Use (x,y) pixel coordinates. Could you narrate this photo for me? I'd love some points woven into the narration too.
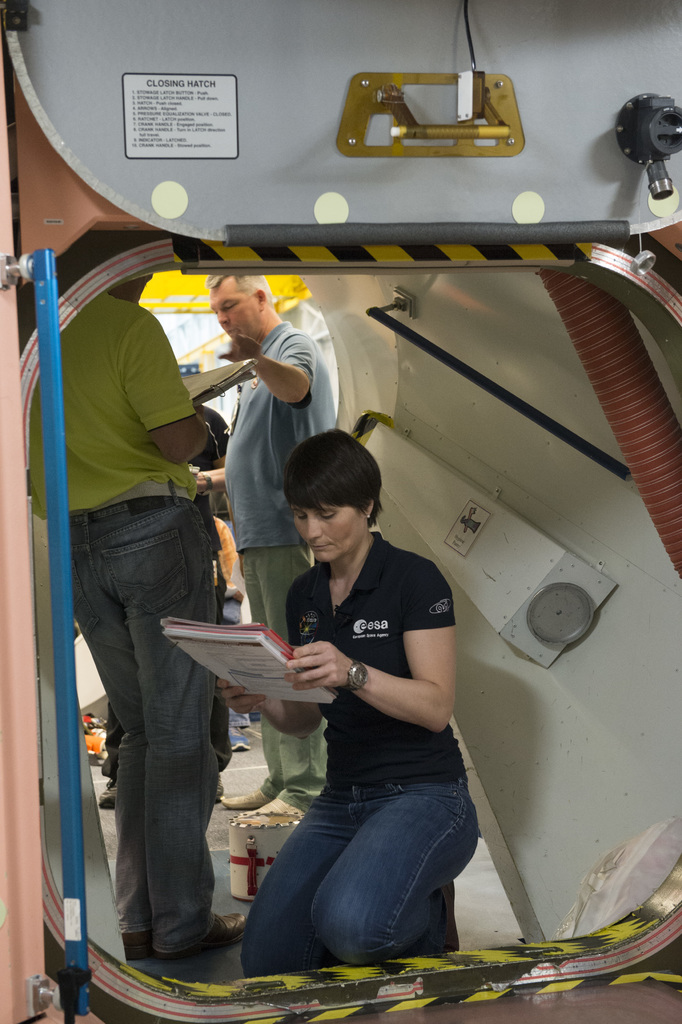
In this picture we can see people (350,476) and she is holding an object (269,635). We can see pipe (669,477), rods (63,637), poster (192,146) and few objects (354,147).
